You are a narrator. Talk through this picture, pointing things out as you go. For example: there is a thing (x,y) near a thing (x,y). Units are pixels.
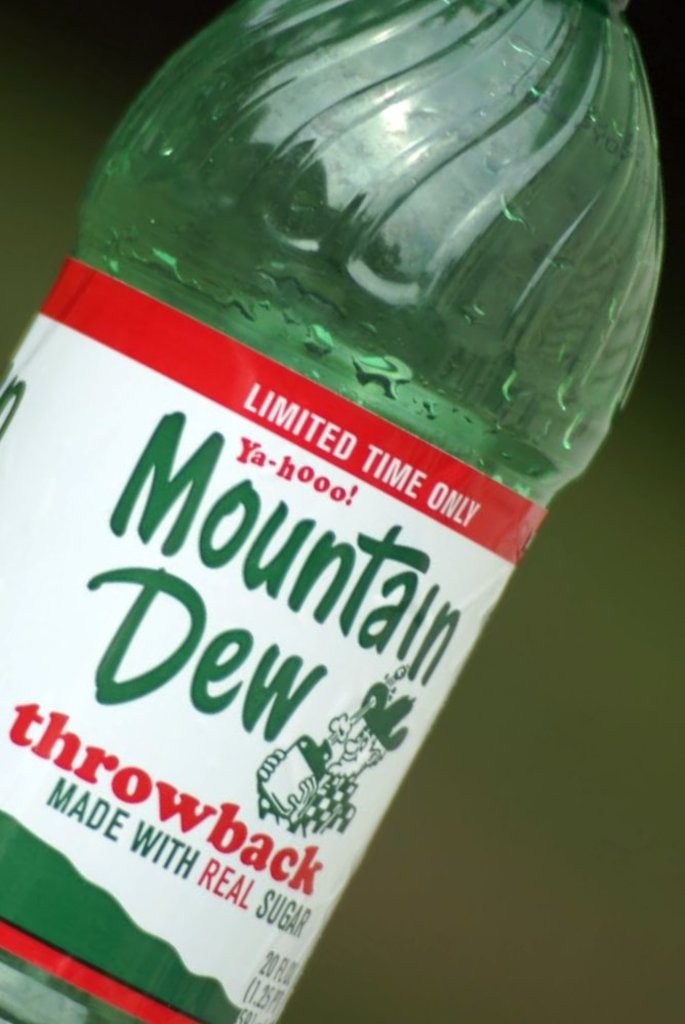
In the image we can see there is a green colour juice bottle (263,526).
